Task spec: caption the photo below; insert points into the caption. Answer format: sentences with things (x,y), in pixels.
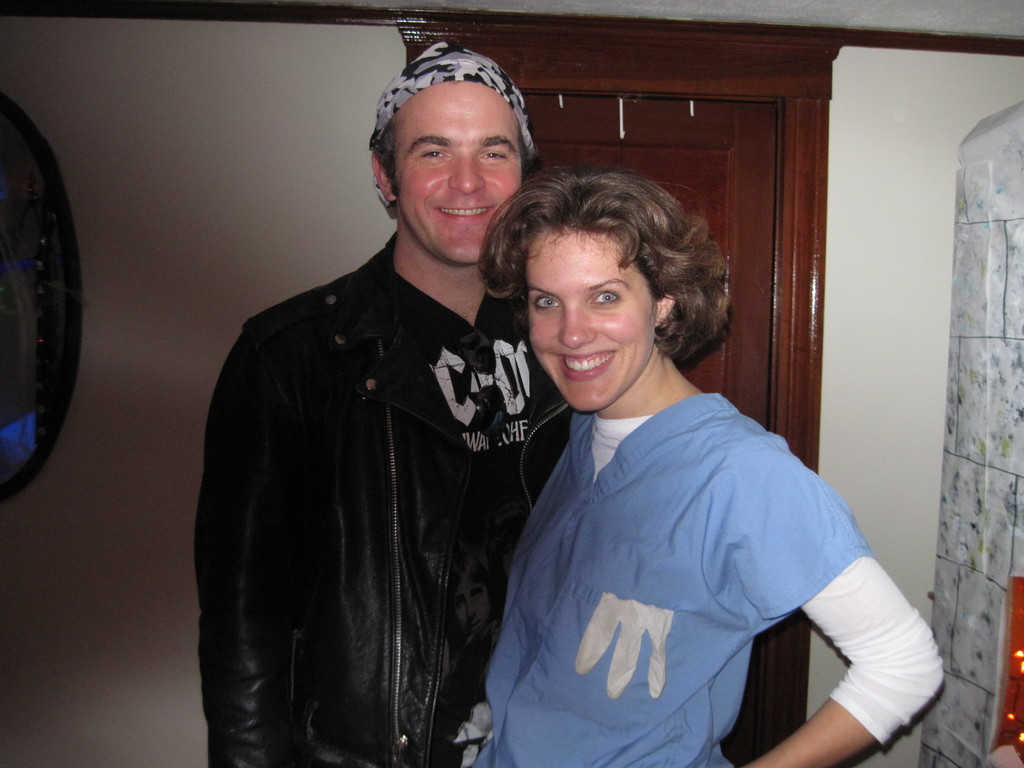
In the image there is a man (331,333) and a woman (712,580) both of them are smiling and posing for the photo and behind them there is wardrobe (726,63) and in the background (122,126) there is a wall (879,185).
